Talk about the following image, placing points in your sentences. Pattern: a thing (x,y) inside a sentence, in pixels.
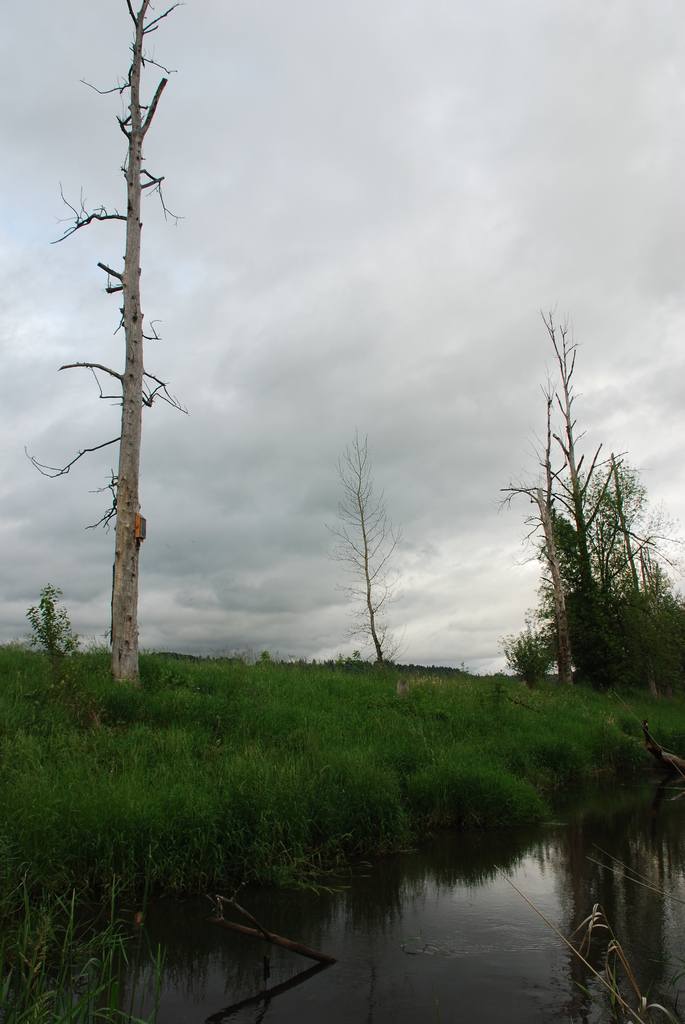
At the bottom of this image (544,887), there is water (466,923). In the background (524,780), there are trees (596,557), plants (536,660) and grass (166,771) on the ground (207,798) and there are clouds (366,239) in the sky (327,236).
